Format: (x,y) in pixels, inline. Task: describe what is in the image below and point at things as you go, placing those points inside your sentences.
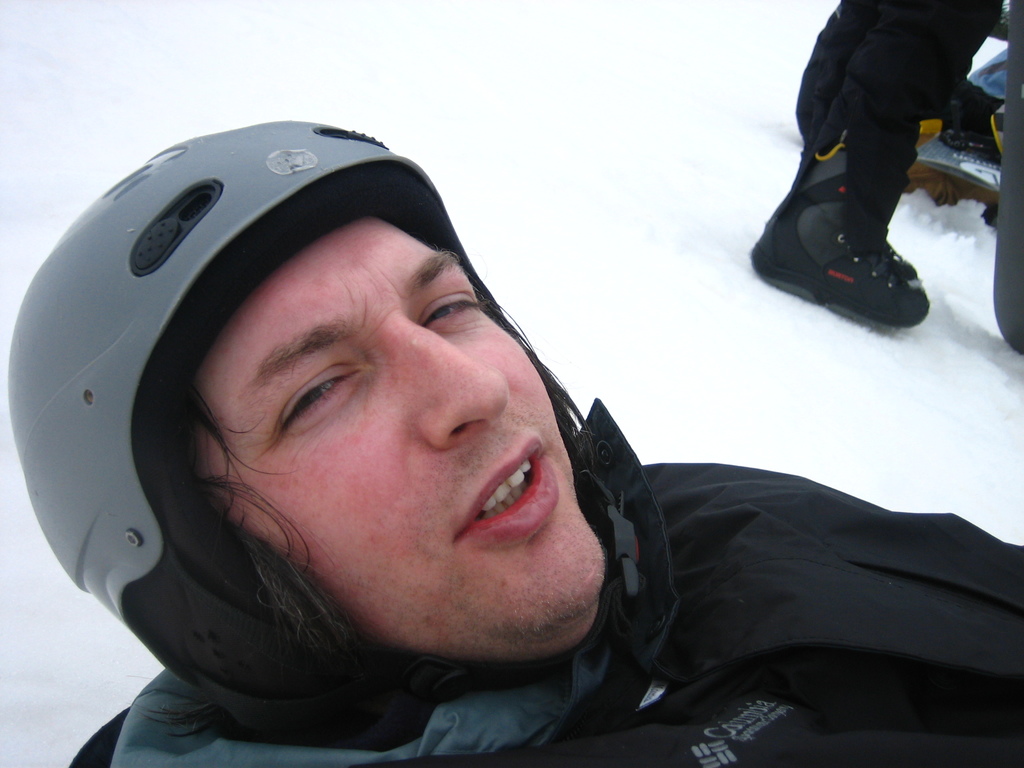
In this picture there is a man (740,626). He is wearing helmet (258,168) and a jacket (864,599). Below him there is snow (583,198). To the top right corner (885,84) a leg (878,95) of a person (879,111) can be seen.
